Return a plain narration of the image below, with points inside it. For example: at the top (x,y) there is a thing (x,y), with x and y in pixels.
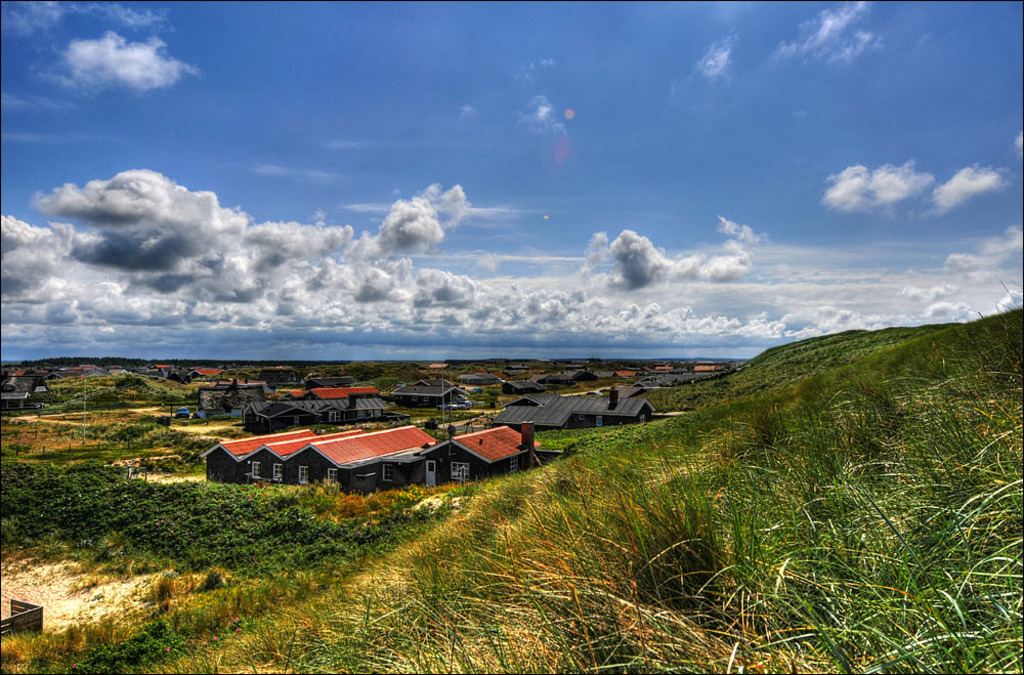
In this image, I can see the houses (345,378), trees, plants (343,536) and grass (628,565). In the background (183,258), there is the sky (409,247).
